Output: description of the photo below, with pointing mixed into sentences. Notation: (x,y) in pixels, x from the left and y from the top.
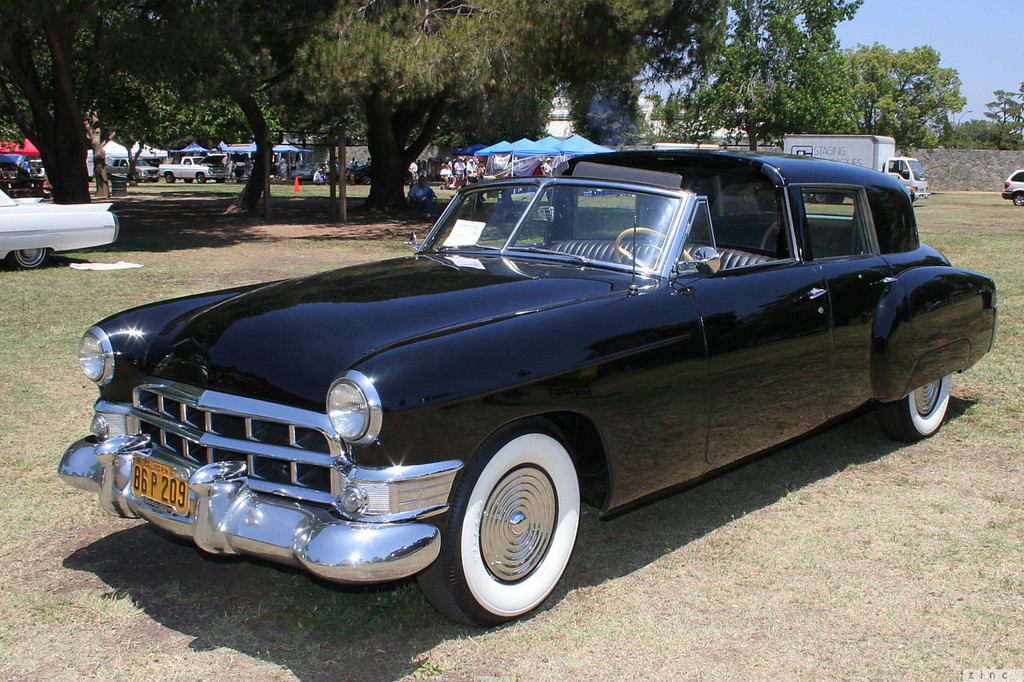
In this image I can see an open grass ground (68,579) and on it I can see number of vehicles (578,278). In the background (53,181) I can see number of trees (96,37), number of tents (110,155), number of people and the sky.
